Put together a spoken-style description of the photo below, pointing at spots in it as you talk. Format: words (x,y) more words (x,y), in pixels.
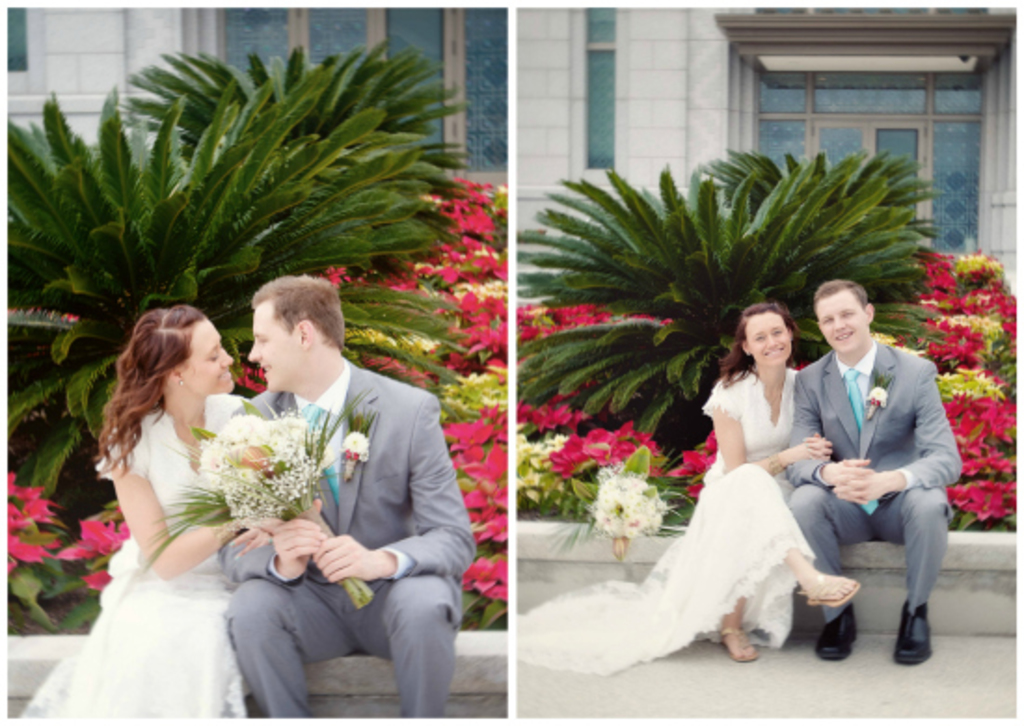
Here we can see collage of two pictures, in these pictures we can see a man (302,395) and a woman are sitting and smiling, in the background (402,320) there are some flower plants (436,287) and a building (76,69), in this picture this person (321,405) is holding a flower bouquet (308,464).
